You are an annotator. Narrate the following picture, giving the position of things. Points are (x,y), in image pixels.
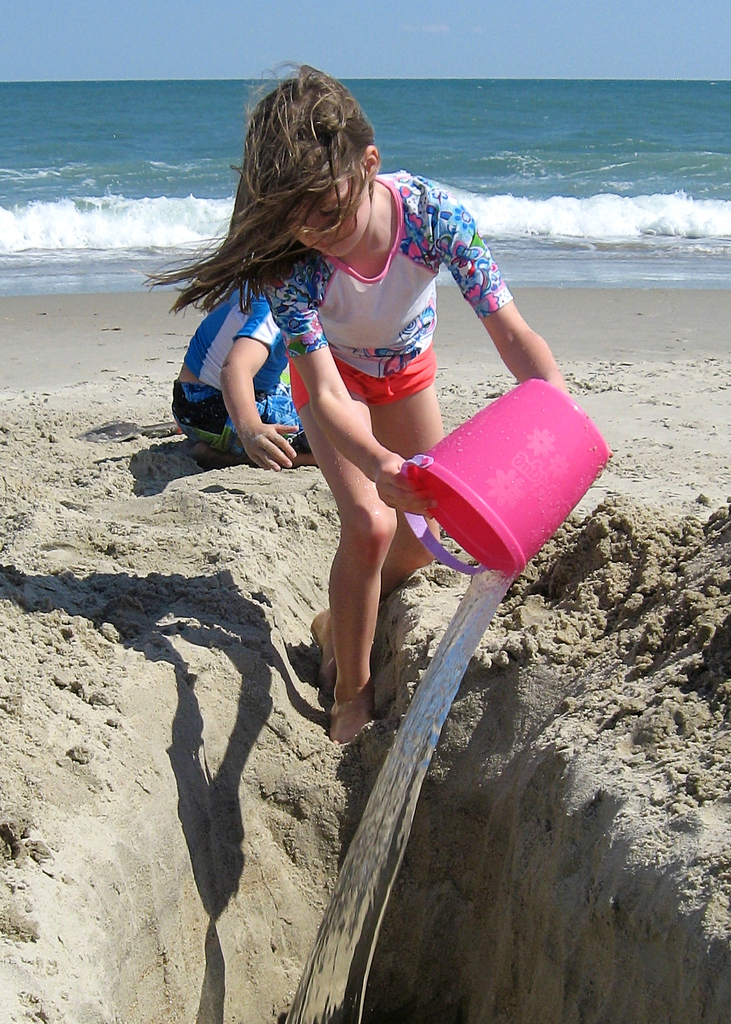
In this picture, we see a girl (410,344) is holding a pink bucket (490,527) in her hands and she is pouring water (451,638). Behind her, we see a boy (240,351) is sitting. At the bottom (651,932), we see the sand (144,331). In the background (154,180), we see water (573,201) and this water (599,222) might be in the sea (679,175). At the top (183,58), we see the sky (407,58). This picture might be clicked at the seashore (302,550).
